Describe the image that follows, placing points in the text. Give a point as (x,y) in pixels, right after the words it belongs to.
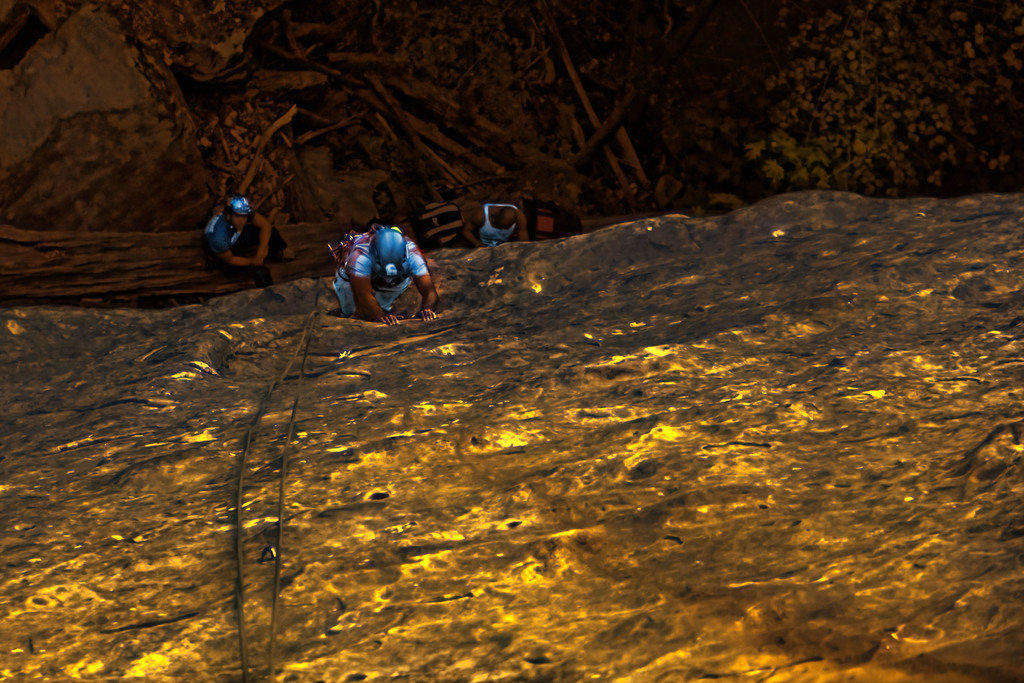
In this picture we can see two people (388,241) wearing helmets (397,251). We can see a person (512,217), bags (551,229), wooden objects (361,79), plants (880,71), rocks (133,47) and ropes (273,638).
